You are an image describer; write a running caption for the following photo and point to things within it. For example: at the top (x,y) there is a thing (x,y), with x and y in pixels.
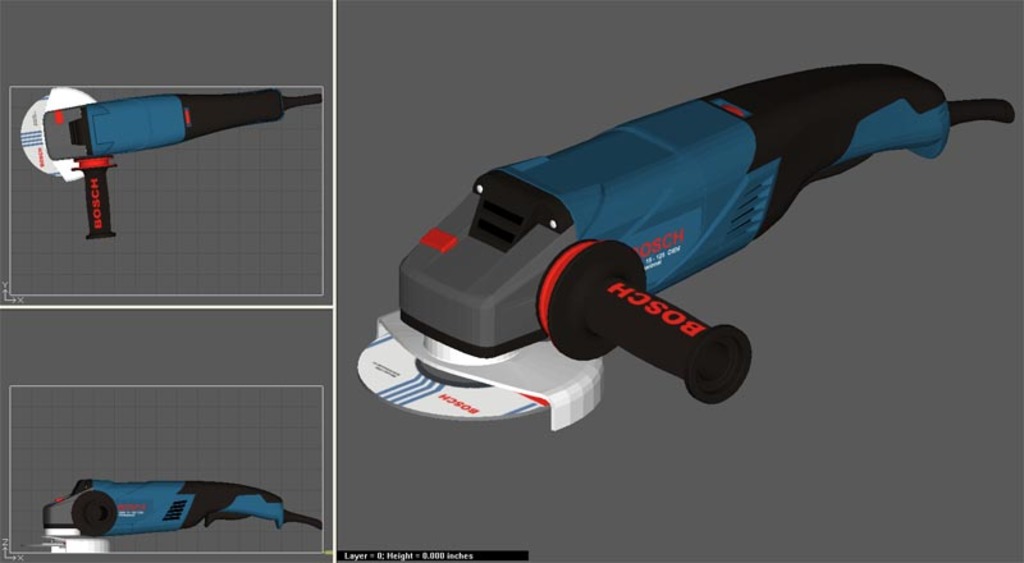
This image looks like it is edited. It is a cutting machine (693,339) in blue color.
